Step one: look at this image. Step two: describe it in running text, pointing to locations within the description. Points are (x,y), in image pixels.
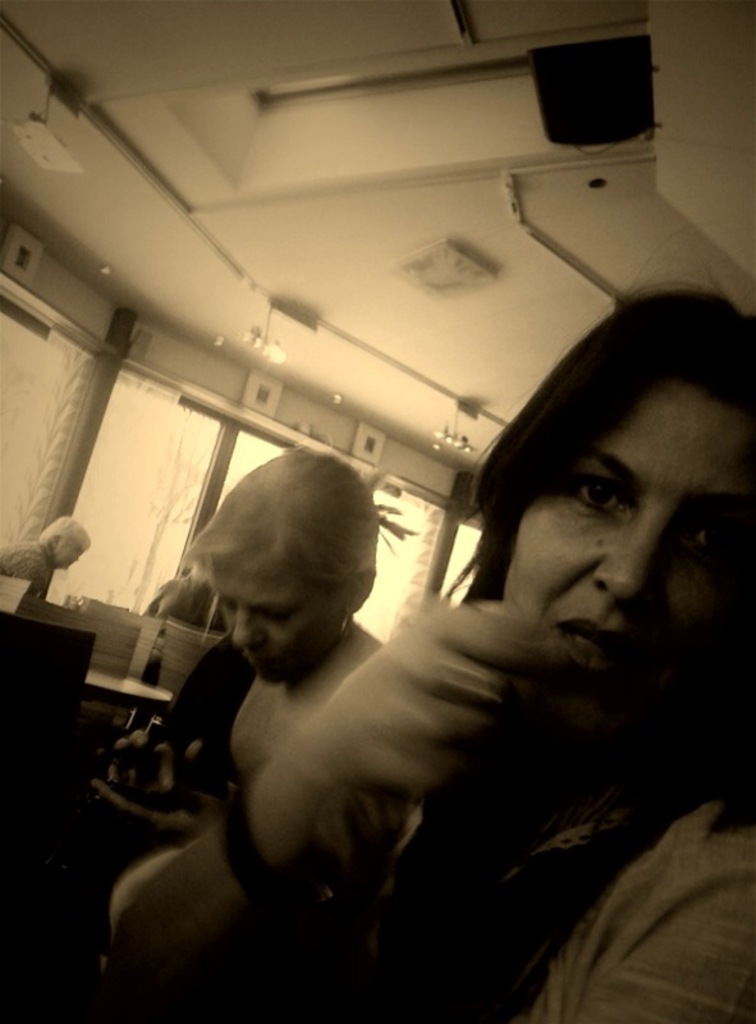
As we can see in the image there are few people (252,730) here and there, table (131,681), windows (93,546), curtains (163,471), plants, bottle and lights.
